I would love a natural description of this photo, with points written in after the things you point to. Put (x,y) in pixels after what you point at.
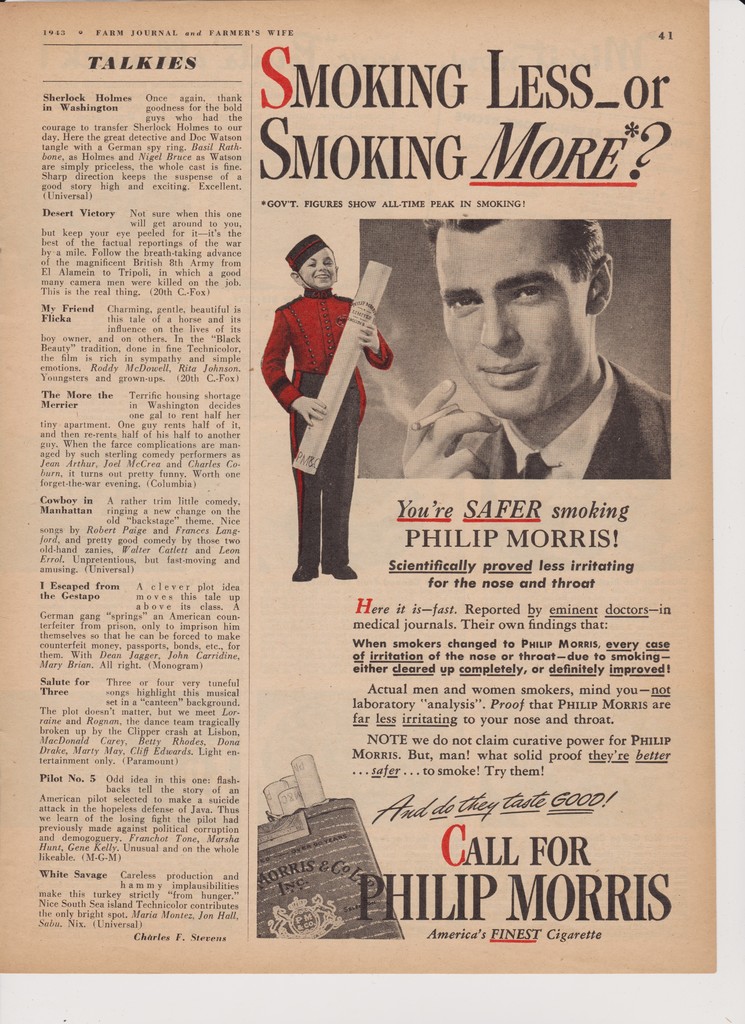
In this picture I can see it looks like a newspaper (457,736), in the middle (414,460) there are images (452,431) of humans (438,453), on the left side (218,426) there is the text (224,528).
